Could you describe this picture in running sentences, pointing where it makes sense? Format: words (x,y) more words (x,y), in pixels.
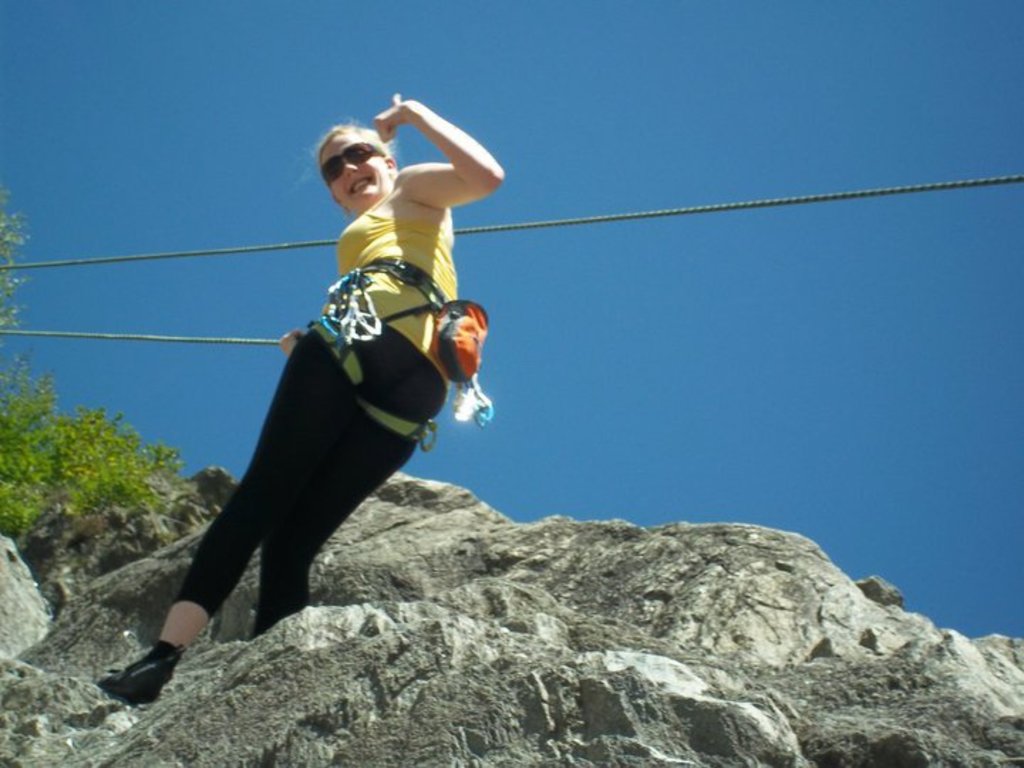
In the middle of the image (409,399) a woman (455,148) is standing and holding a rope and smiling. Behind her there is a hill (72,517) and trees (19,500). At the top of the image (900,78) there is sky (961,11).
